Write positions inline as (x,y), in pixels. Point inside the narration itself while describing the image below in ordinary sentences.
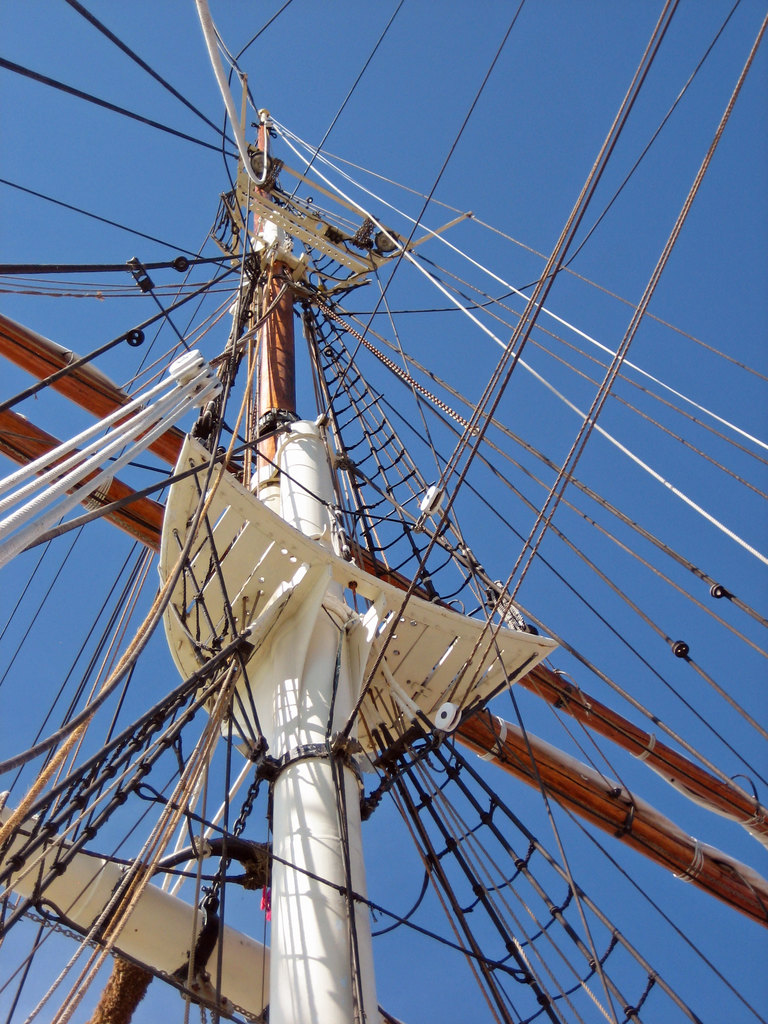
In this image there is a pole (300,923). There are wires (497,298) and ropes (435,513) to the pole (266,661). Behind it there is the sky (520,163).
